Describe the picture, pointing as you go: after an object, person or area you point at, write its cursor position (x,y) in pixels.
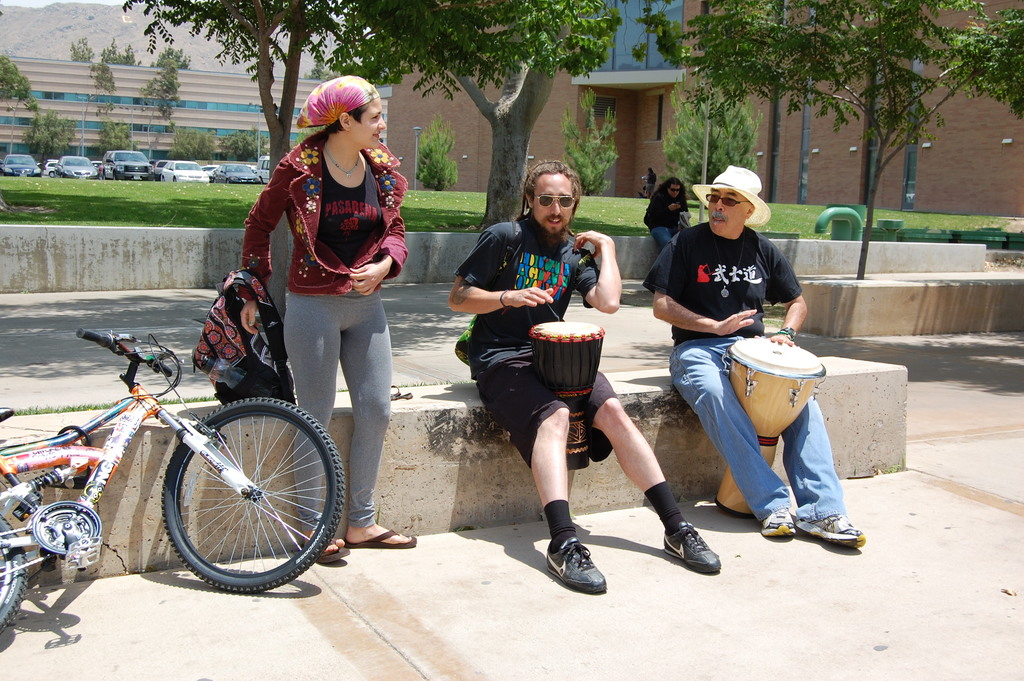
this picture shows two men (788,449) seated and playing drums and we see a woman (362,107) standing and holding a bag (265,355) in a hand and we see a bicycle (134,363) on the side and we see a building (1017,193) and trees (817,100) and cars (67,156) parked on the back (21,150) and we can see a hill (151,58) on the top (217,52).
